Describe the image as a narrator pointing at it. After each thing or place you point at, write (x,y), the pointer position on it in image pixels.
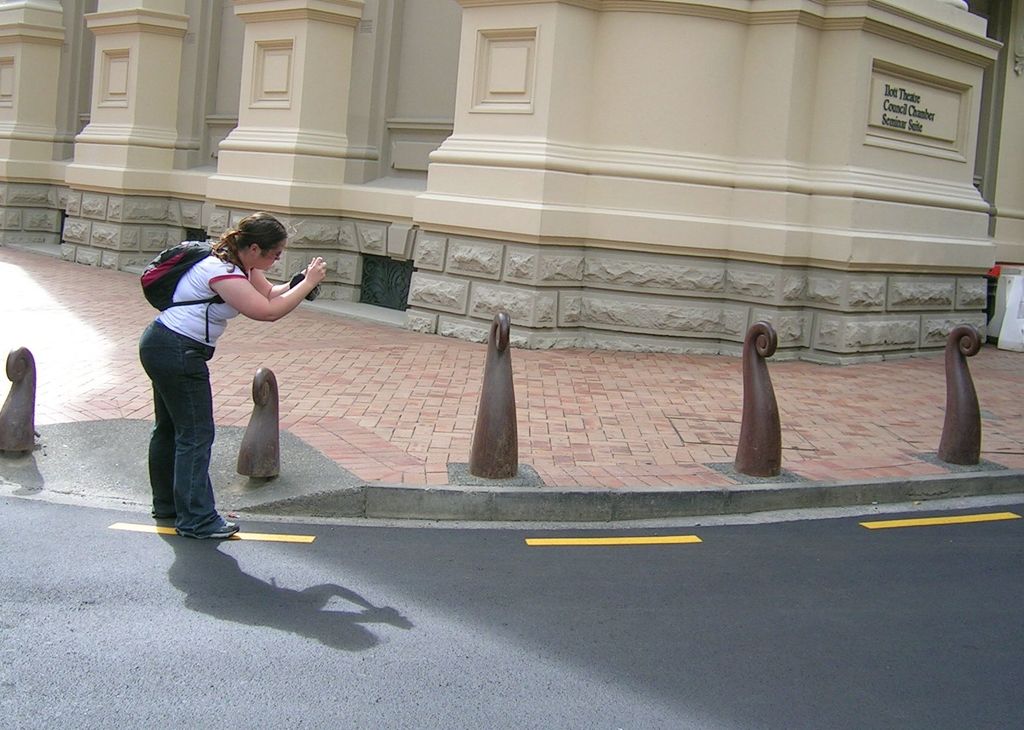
In this picture we can see a woman (210,337) holding a black object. There is a road (126,514). We can see a building (628,177) in the background (868,211). There is a board (880,108) on this building (864,103) on the right side (907,90). We can see a white object (1001,300) on the right side (1016,332).
